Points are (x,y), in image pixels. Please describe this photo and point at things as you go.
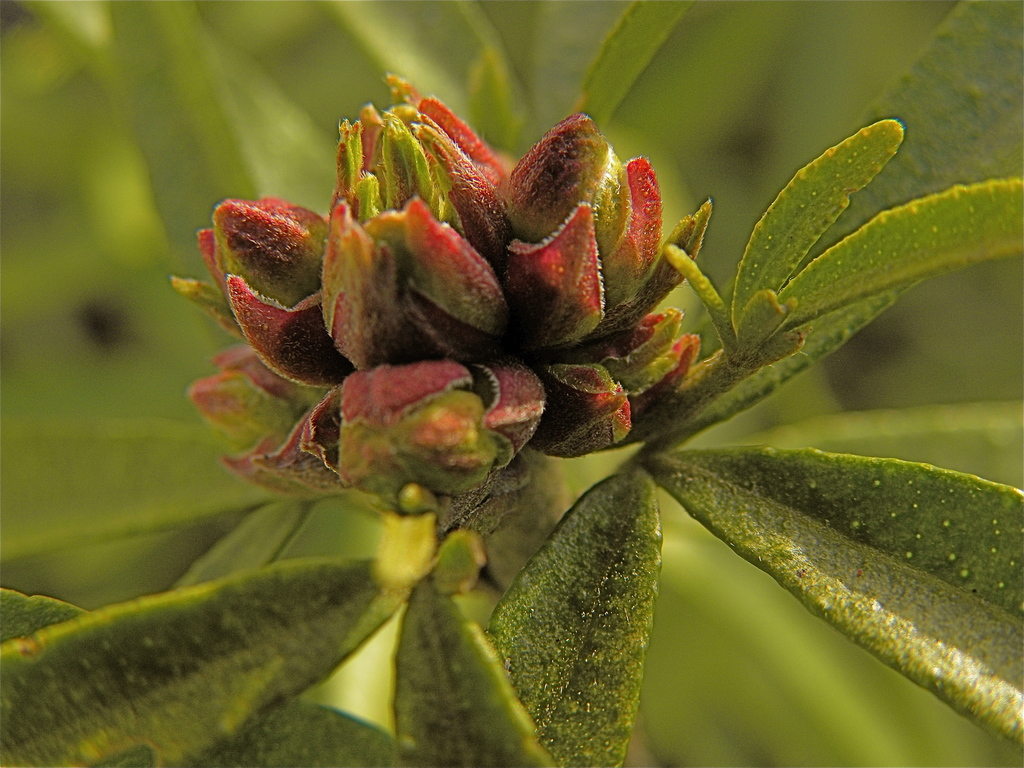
In this image, I can see a flower (517,440) and the leaves (565,558). There is a blurred background (683,720).
